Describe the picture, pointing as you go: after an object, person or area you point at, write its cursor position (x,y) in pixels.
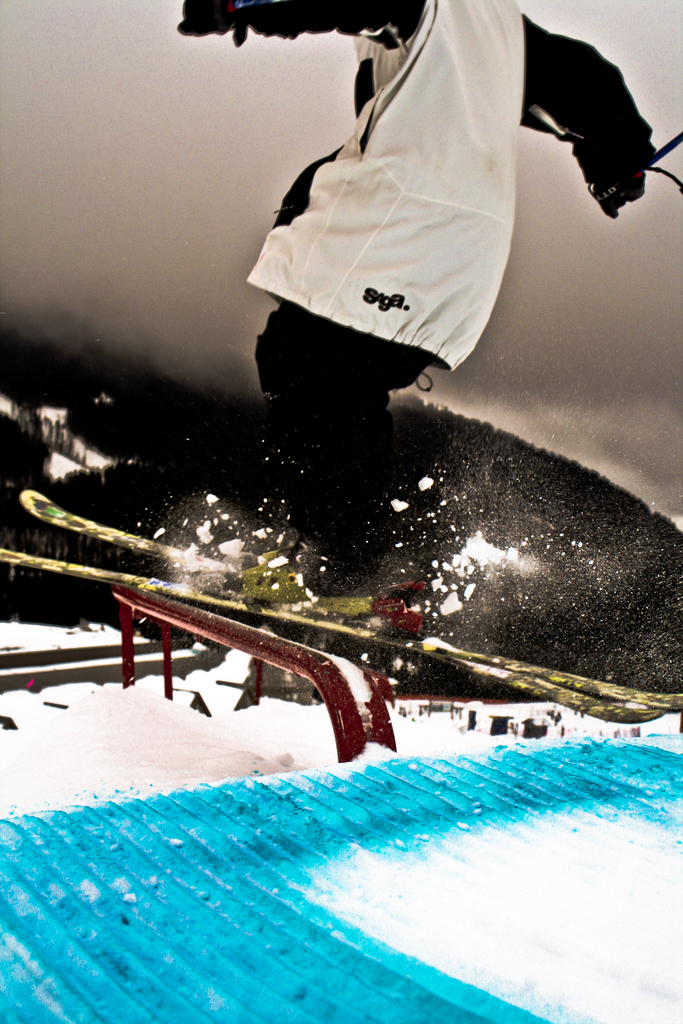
In the image we can see a person (345,230) wearing clothes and the person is jumping with the help of snow skiing. Here we can see the snow (509,885), hill (464,435) and the sky (595,251).
